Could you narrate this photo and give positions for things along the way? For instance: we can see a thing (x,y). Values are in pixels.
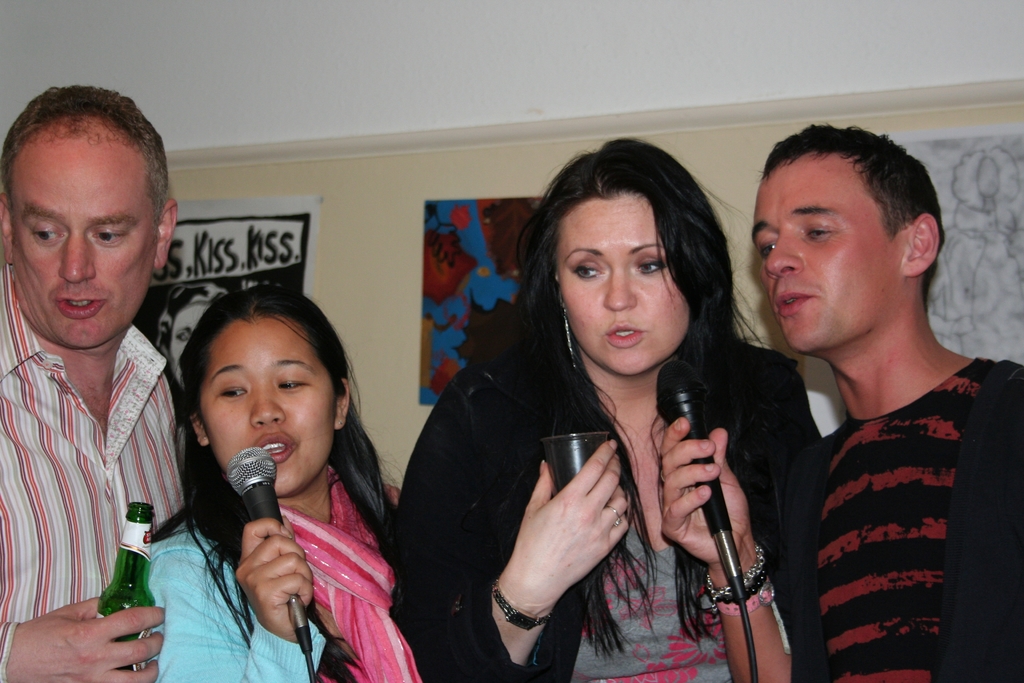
In this image, There are some people (849,393) standing and holding the microphone (702,454) which are in black color, In the left side (70,592) there is a man (116,540) standing and holding a bottle (120,592) which is in green color, In the middle (579,454) there is a woman (591,568) standing and holding a glass (565,454), In the background (875,101) there is a white color wall (555,36) and there are some posters (426,223) on the wall (401,221).
